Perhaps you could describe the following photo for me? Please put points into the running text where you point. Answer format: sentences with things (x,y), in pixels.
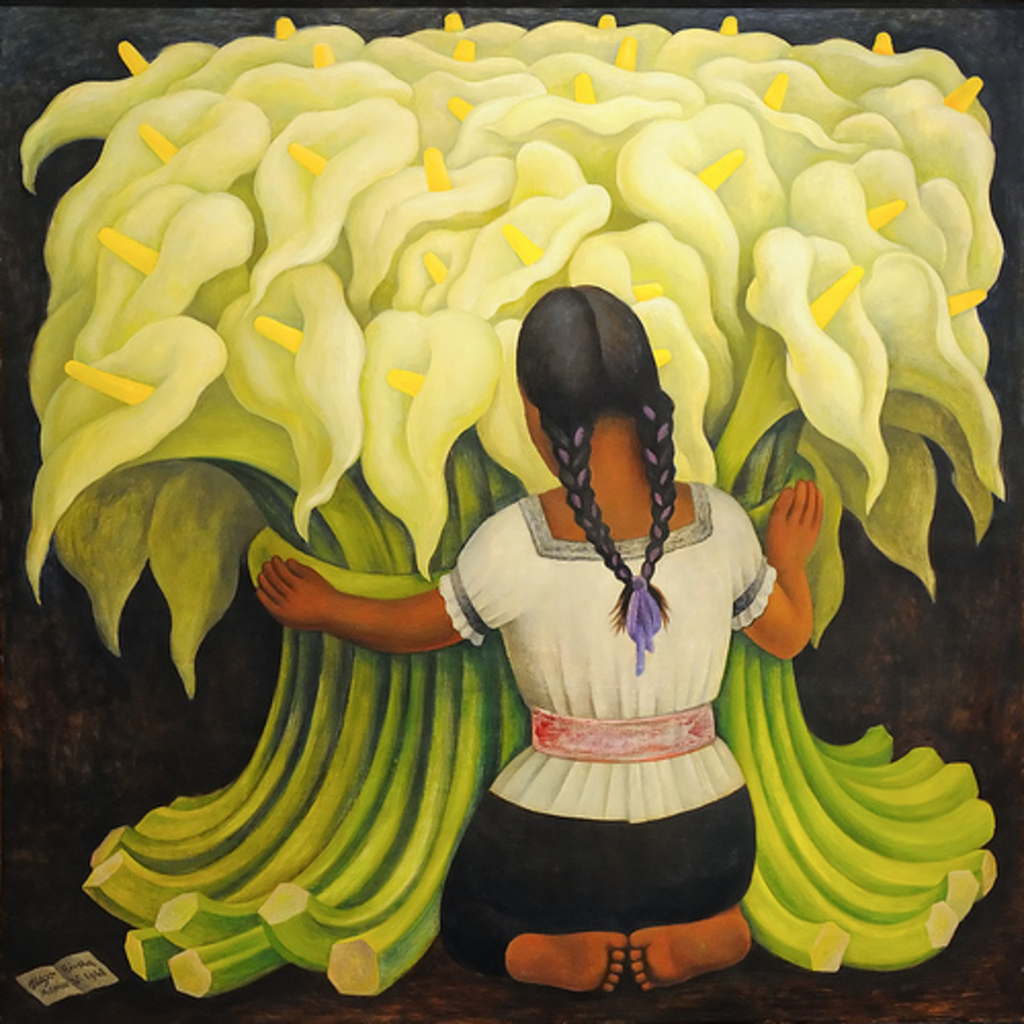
Here we can see a painting (310,701) of a girl (563,543) and flowers (321,688).
